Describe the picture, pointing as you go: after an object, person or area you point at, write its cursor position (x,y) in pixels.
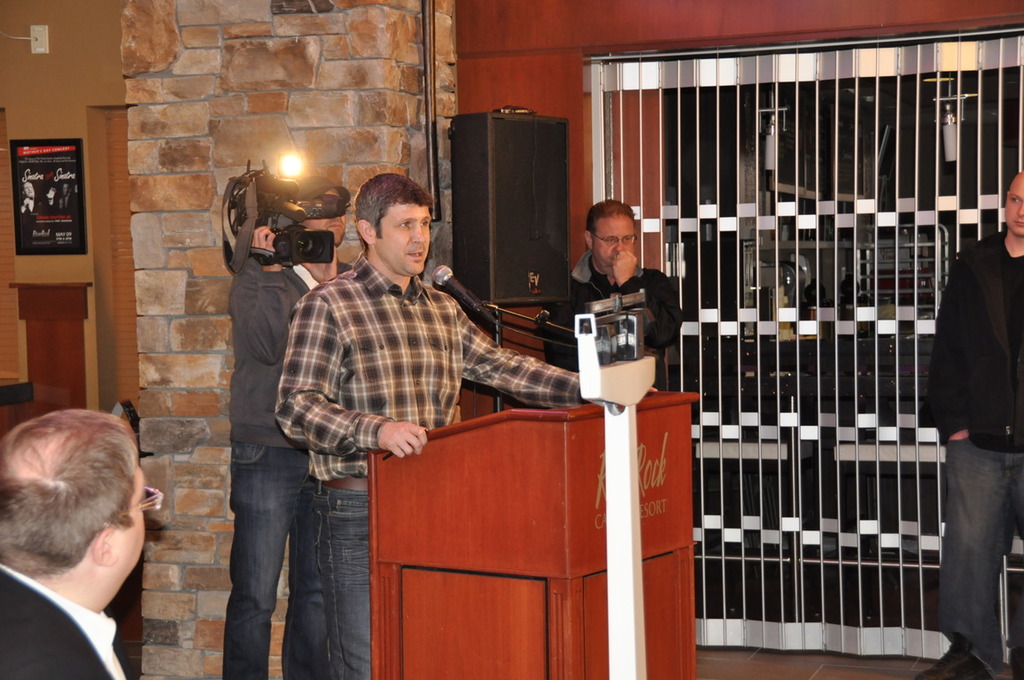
In this picture there is a man (400,324) who is wearing shirt (378,352) and jeans (345,529). He is standing near to the speech desk (593,442). Here we can see mic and white color stand (620,414). Behind him we can see a cameraman (271,237) who is holding the camera (289,228). He is standing near to the brick wall (218,315). Here we can see another man (619,264) who is standing near to the speaker (531,233). On the right (989,384) there is a man (1013,484) who is wearing black shirt (1004,270), trouser (974,549) and shoe (968,640). He is standing near to the gate (880,420). On the bottom left corner (115,489) there is a man (115,542) who is wearing spectacle (155,498) and suit (90,660). On the left (60,233) we can see a poster (70,202) near to the shelter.
